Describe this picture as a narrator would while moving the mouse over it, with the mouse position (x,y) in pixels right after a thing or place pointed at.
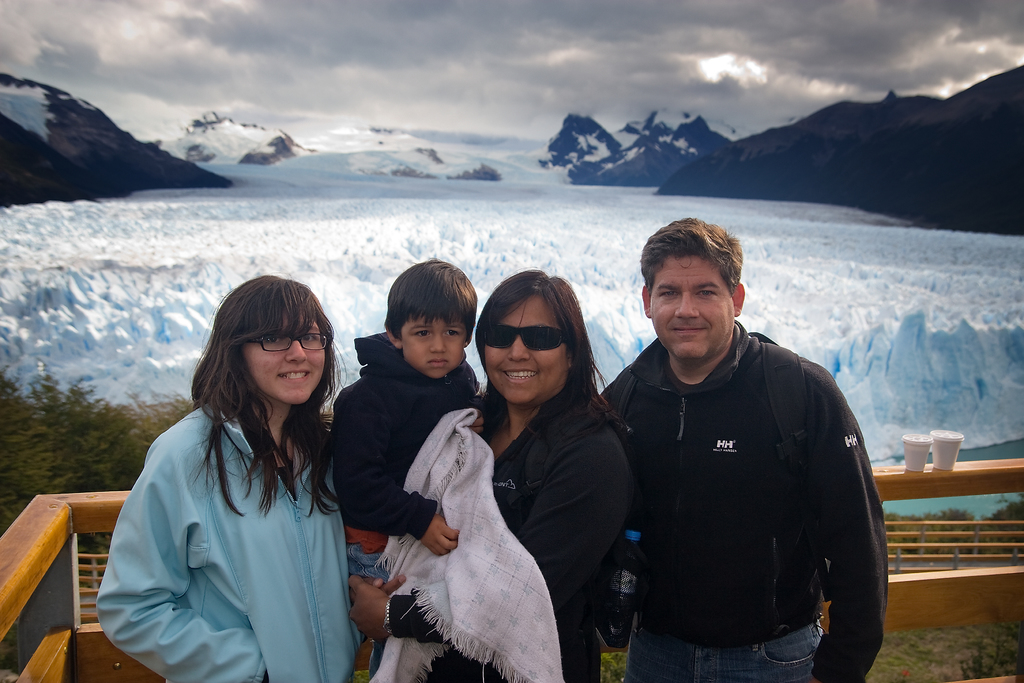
In the picture we can see a man (777,534), woman (458,669), girl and boy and woman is holding a boy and they are standing on the path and around them, we can see a railing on it, we can see two glasses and behind the railing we can see some plants (29,466) and snow surface (526,154) and on both sides of the surface (400,237) we can see hills (867,131) and in the background (158,71) we can see a sky (481,88) with clouds (851,55).
